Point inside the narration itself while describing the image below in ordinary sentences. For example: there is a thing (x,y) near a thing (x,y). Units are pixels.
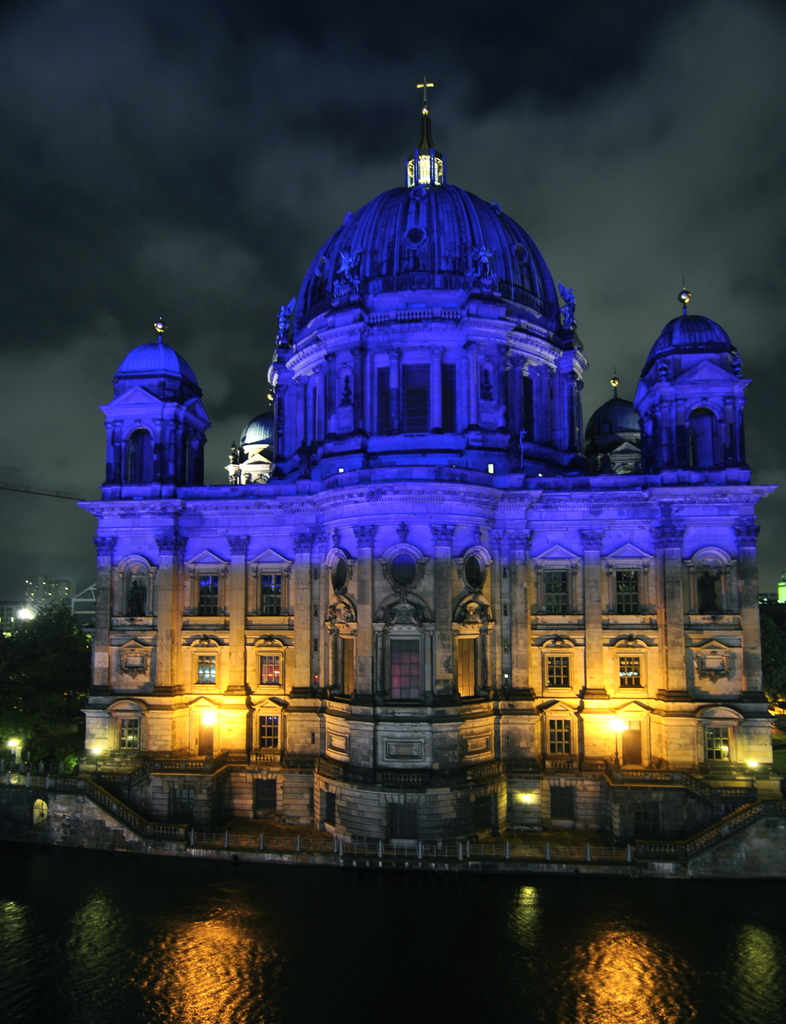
In this image we can see a building (445,633) with windows (385,401) and lights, in front of the building (505,557) there is some water (283,878), in the background (309,204) we can see the sky (635,282).
